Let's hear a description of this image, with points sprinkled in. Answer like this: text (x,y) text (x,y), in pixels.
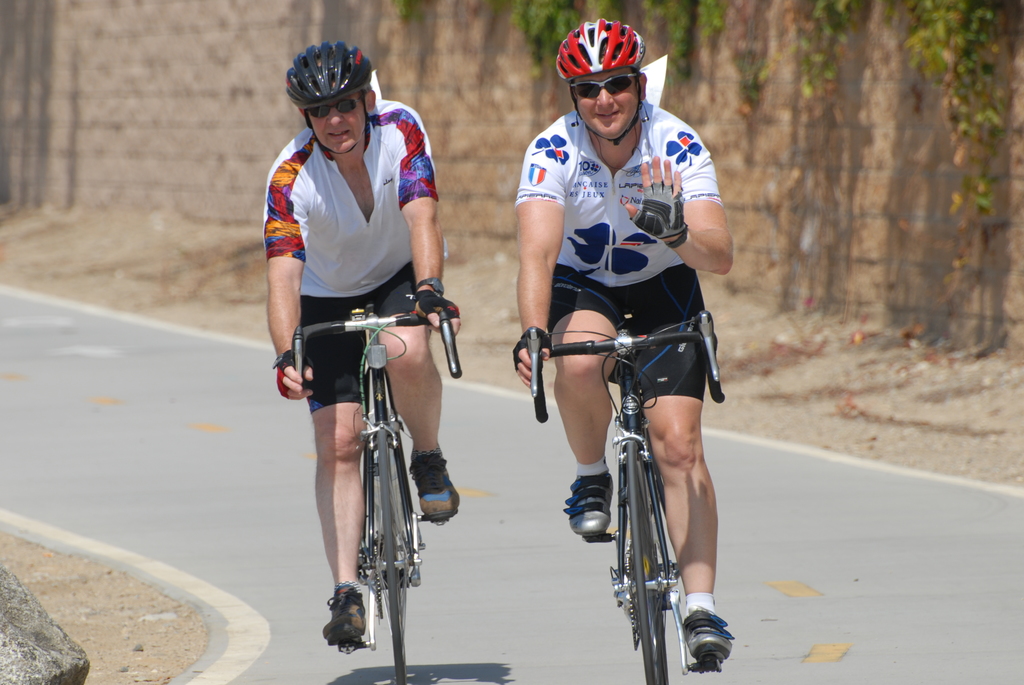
In the image we can see there are two men (611,316) who are sitting on bicycle (376,360) and the bicycle (650,652) on the road (311,581) and men (337,150) are wearing helmets (334,48).
